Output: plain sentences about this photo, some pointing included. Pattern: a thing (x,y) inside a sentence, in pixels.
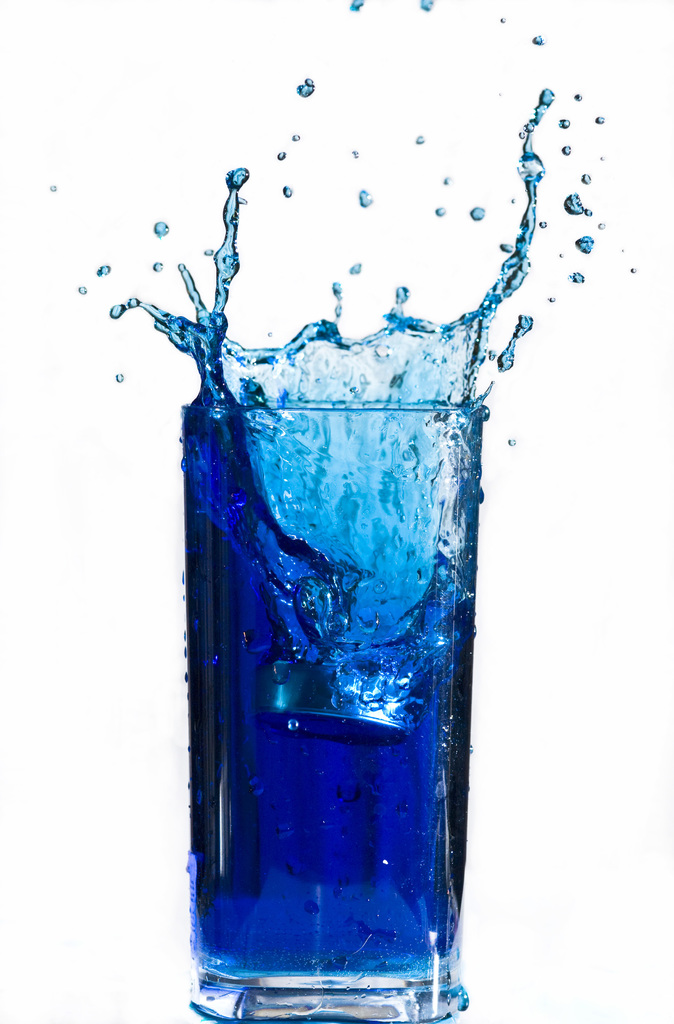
In this picture we can see a glass (326,1011) with an object (324,740), drink (286,419) in it and in the background (314,48) we can see white color.
